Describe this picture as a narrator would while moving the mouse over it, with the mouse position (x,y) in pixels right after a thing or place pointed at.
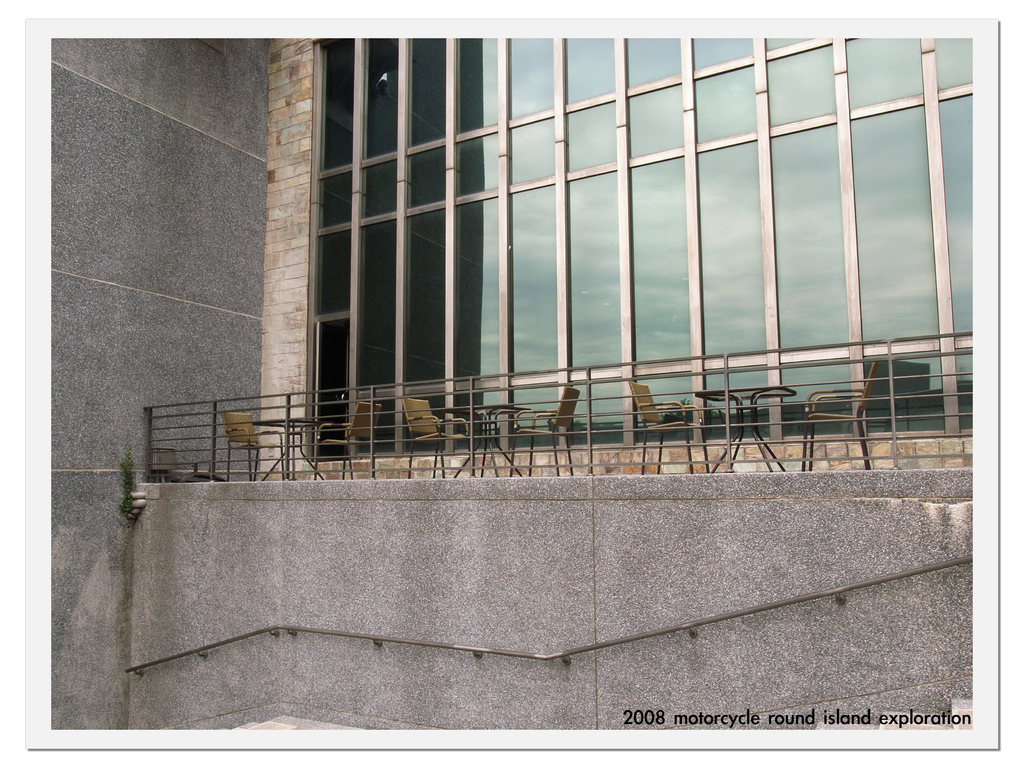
In this image there is a glass wall (583,248) towards the top of the image (692,179), there are chairs (459,436), there are tables (477,428), there is a wall (123,175) towards the left of the image (51,395), there is a wall (211,594) towards the bottom of the image (176,657), there is a metal object (853,587) on the wall (570,621), there is text (785,717) towards the bottom of the image (785,717), there is a number (664,720) towards the bottom of the image (636,721).
